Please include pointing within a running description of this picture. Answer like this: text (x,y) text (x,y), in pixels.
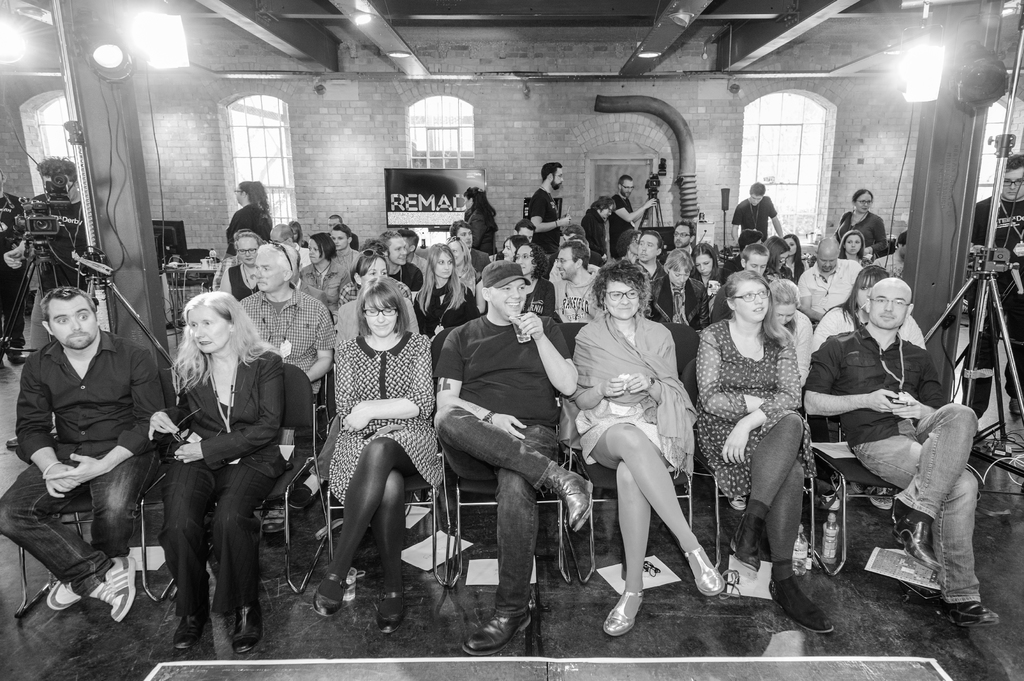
This is a black and white image. There are people (408,249) sitting on chairs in the center of the image (389,444). In the background of the image (417,164) there is a window (449,164). There is a wall (609,84).
